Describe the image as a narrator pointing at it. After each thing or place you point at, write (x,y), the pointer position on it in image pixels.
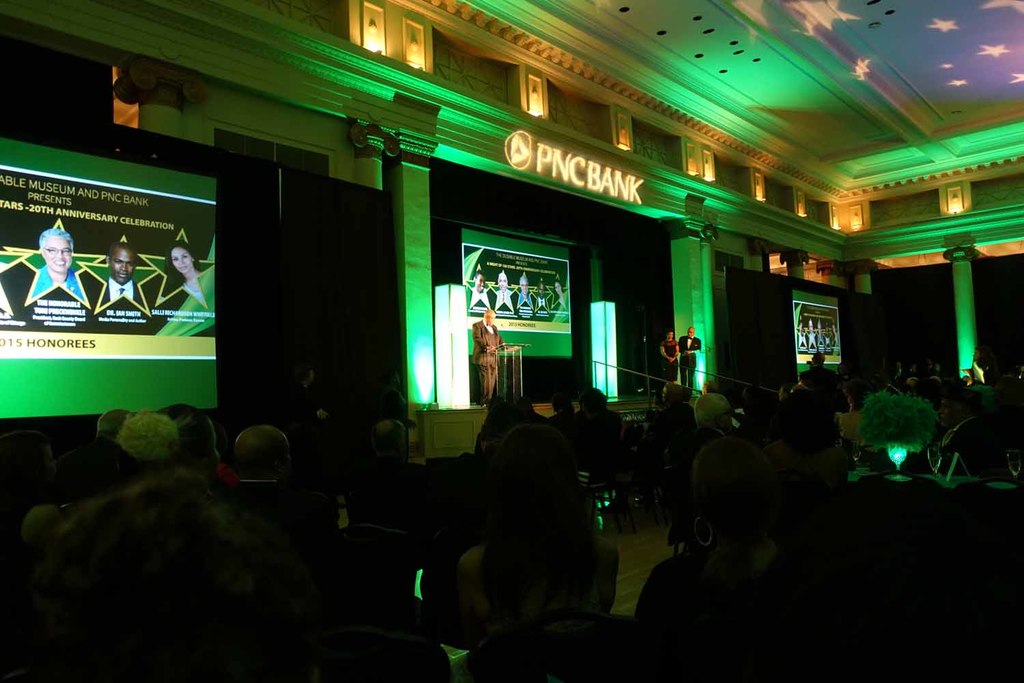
In this picture I can see that there are some people (548,471) sitting and there is a person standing here. There are two persons (687,343) standing here and in the backdrop (523,312) there is a screen (486,262).
